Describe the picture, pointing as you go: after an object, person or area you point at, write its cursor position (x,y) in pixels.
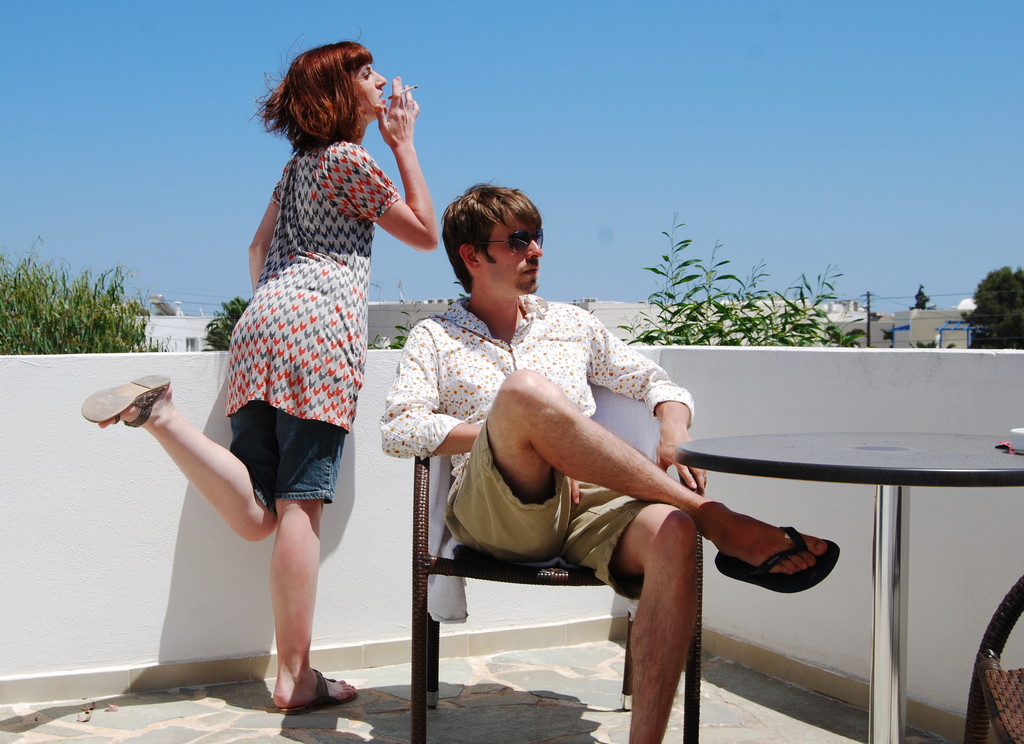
This picture shows a woman (272,363) standing near the cement railing (367,363) and smoking. There is a man (493,439) sitting in the chair (456,559) in front a table (781,472). In the background (786,315), there are some plants (672,296), trees (106,287) and a sky (153,107) here.
